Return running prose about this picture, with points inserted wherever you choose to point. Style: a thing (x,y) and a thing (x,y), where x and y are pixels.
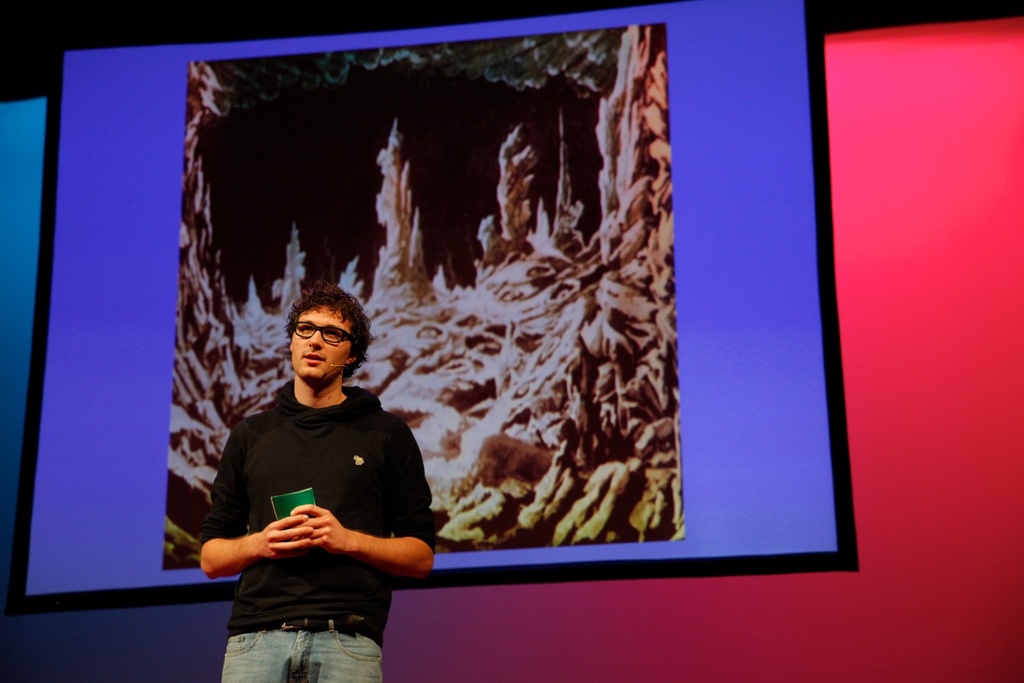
In this image I can see a person (323,614) standing wearing black shirt (273,418), gray pant (255,666). At back (698,305) I can see a screen (710,297) which is in purple, pink, brown and black color.
